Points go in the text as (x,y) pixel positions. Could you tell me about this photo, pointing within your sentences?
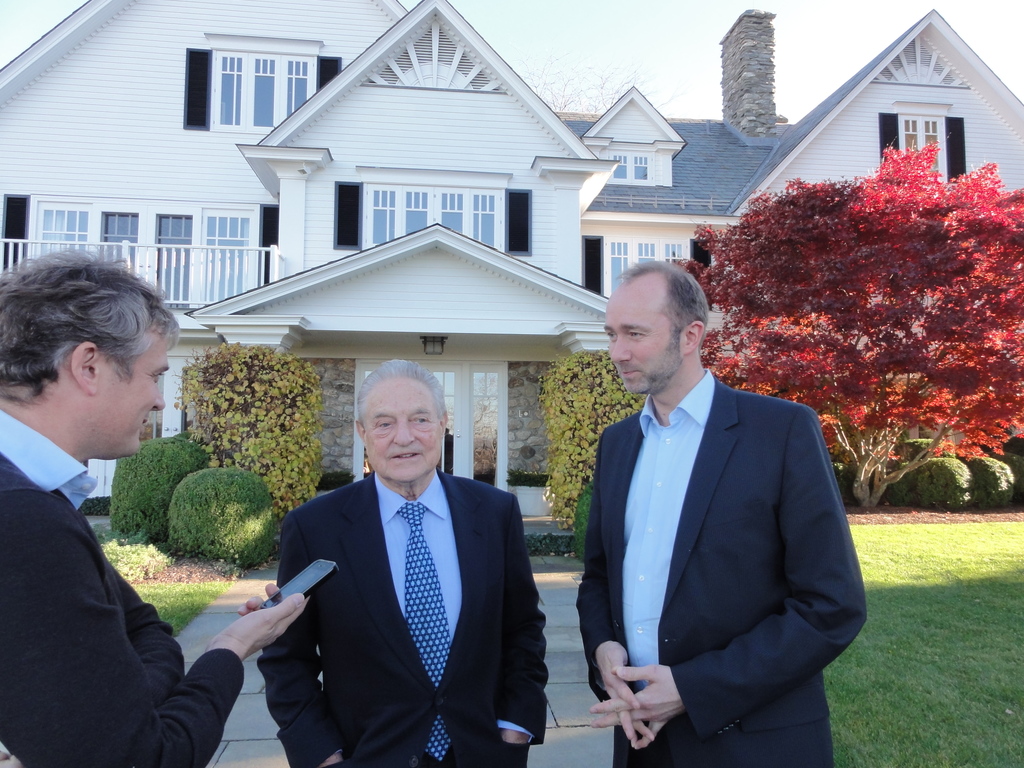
This picture is clicked outside. In the foreground (586,623) we can see the two persons (595,570) wearing suits (765,642) and standing. On the left (80,476) there is a person (78,655) wearing black color dress (175,684), holding a mobile phone (303,581) and standing. In the background (947,630) we can see the green grass (974,539), plants (929,494), trees (758,285) and the house (442,169) and we can see the windows (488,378) and a door (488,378) of the house (632,156) and we can see the sky (699,96) and some other objects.
